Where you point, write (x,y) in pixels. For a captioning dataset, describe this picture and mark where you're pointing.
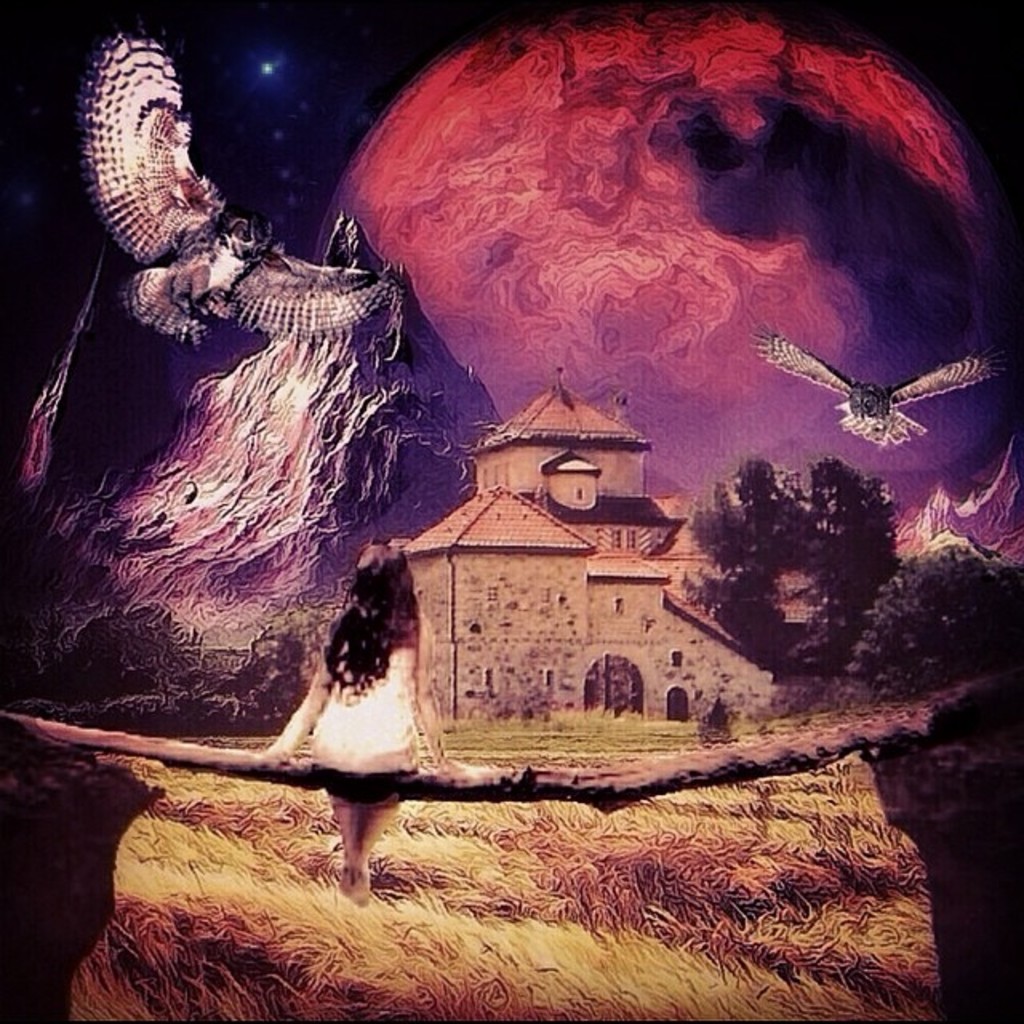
This is a painting in this image there is one girl (390,748) who is sitting, and in the background (603,566) there is a house (625,545), trees (868,631), mountains (282,436) and two birds (260,270) are flying. At the bottom (781,856) there are plants (753,866).
